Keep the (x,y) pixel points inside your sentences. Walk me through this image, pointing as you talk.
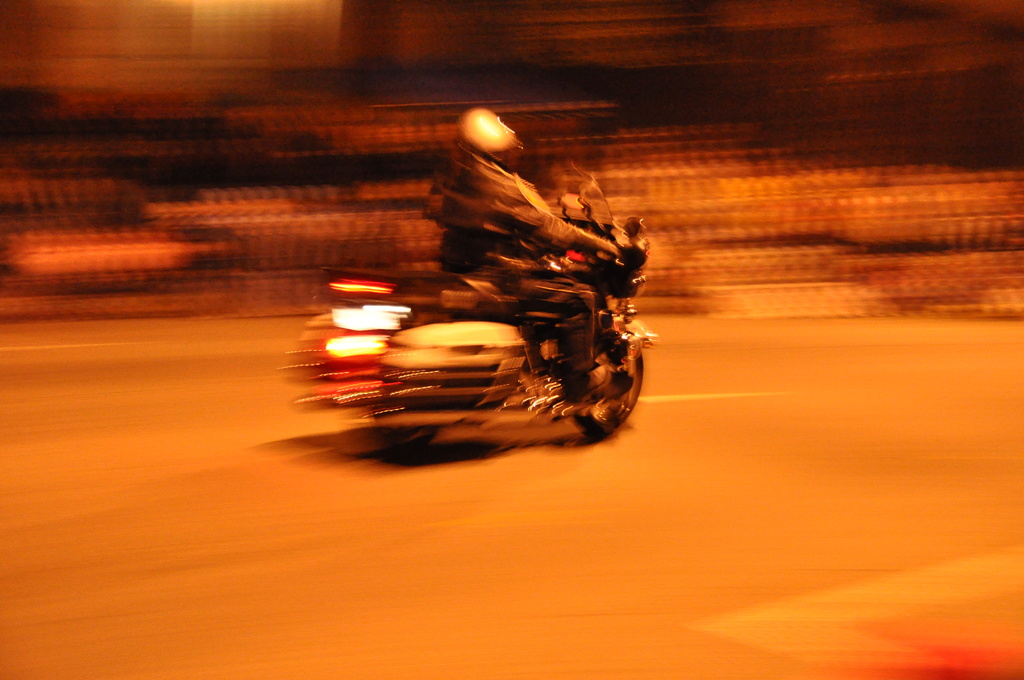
In the image we can see a person (514,254) wearing clothes (508,220), helmet (484,145) and the person (549,300) is riding on the motorbike (472,367). The background (741,286) is blurred.
